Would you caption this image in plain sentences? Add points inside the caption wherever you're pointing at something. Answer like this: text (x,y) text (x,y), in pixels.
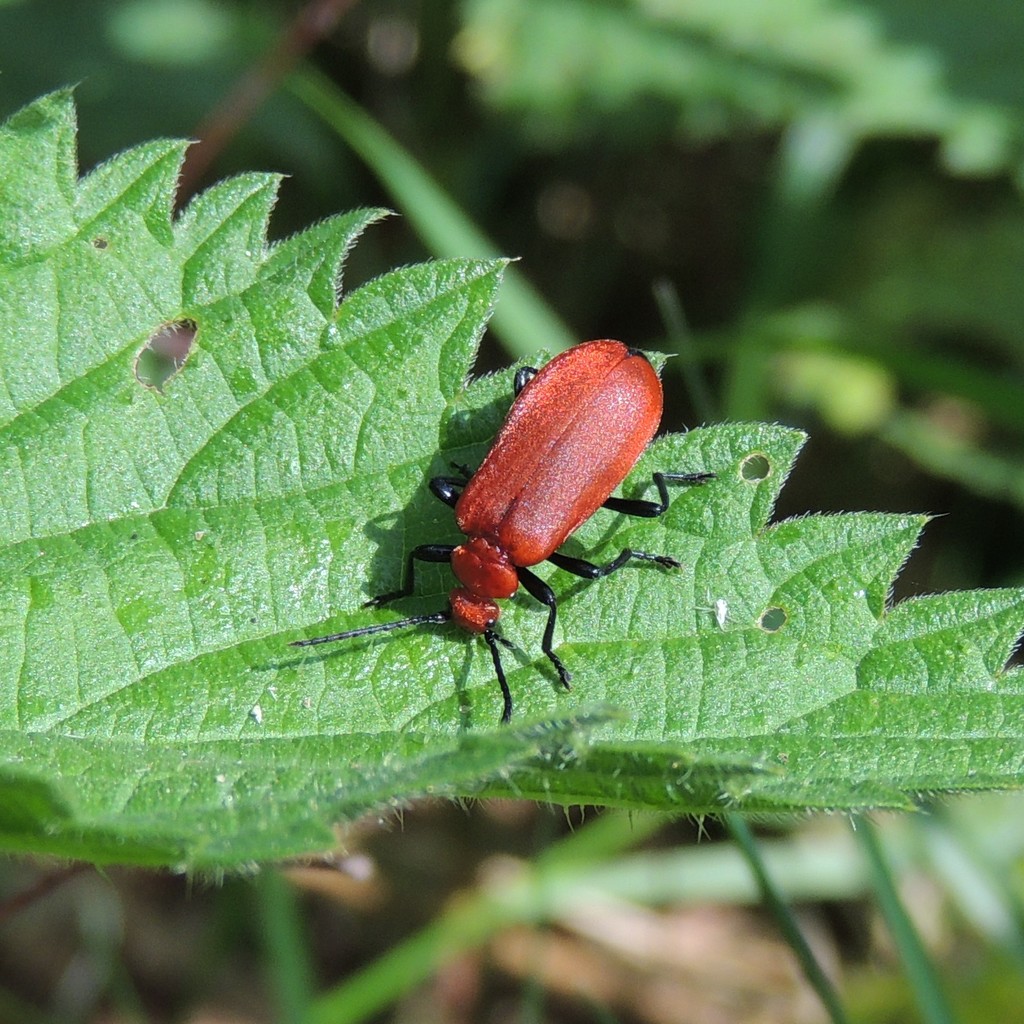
In this picture there is a red color insect (538,585) sitting on the green leaf (162,636). Behind there is a blur background (534,216).
